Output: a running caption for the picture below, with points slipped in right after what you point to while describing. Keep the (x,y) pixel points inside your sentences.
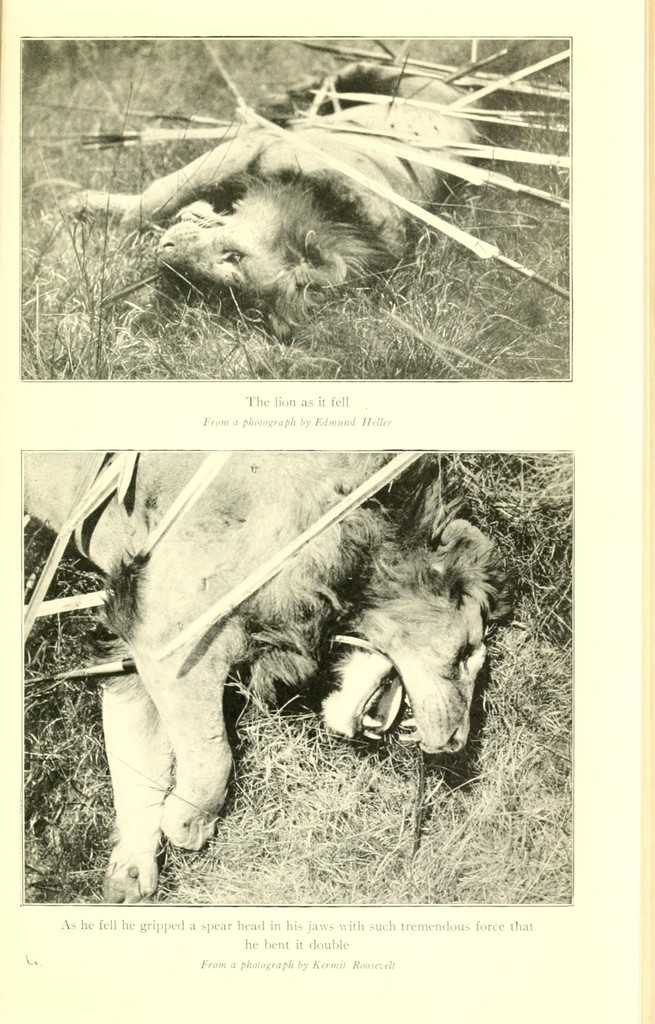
In this picture we can see a poster (425,641), in the poster (330,731) we can find animals (267,205), grass (208,309) and some text (256,941).
